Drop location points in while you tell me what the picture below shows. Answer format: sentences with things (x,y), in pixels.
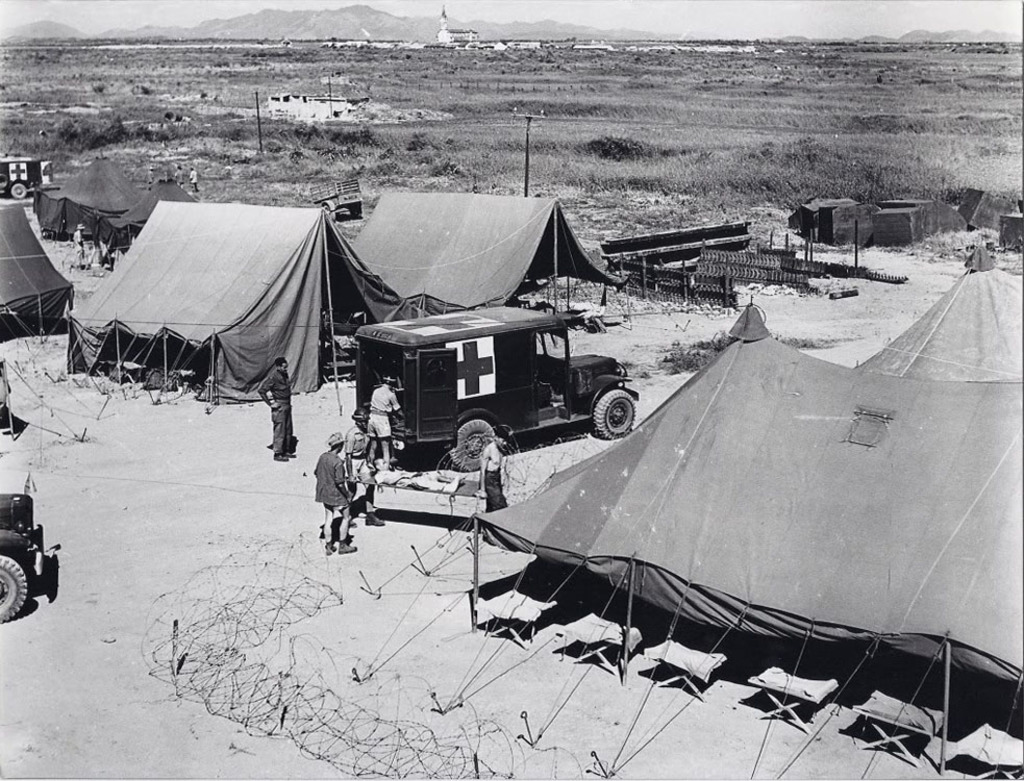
In this image I can see few tents (227,369), poles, vehicles (374,351) and few objects (766,276) on the ground (740,302). Back I can see mountains (335,15), building (469,41), grass (877,151), few people (384,399). The image is in black and white color.
